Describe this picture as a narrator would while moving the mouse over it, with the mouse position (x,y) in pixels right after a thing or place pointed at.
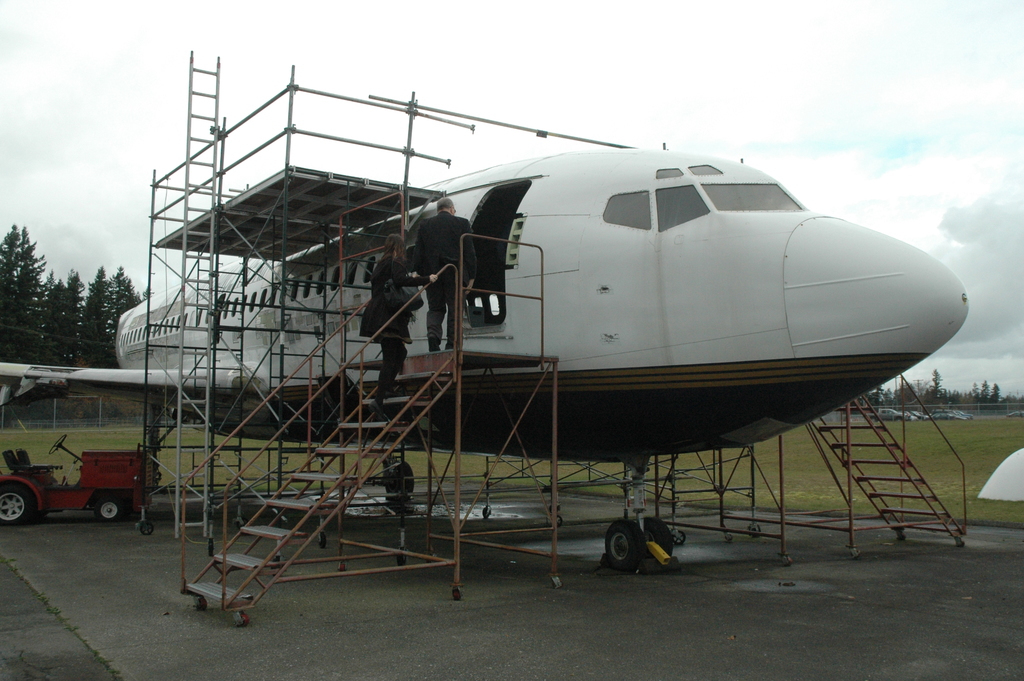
In this image I see an aeroplane (567,277) which is of white in color and I see a woman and a man (449,275) over here and I see the stairs (369,449) over here and I see a vehicle (125,466) over here and I see the road (522,562) and I see many rods (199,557) and I can also see another stairs (908,466) over here. In the background (924,470) I see the grass (924,466), trees (958,395), fencing (57,427) and the sky (701,133).
